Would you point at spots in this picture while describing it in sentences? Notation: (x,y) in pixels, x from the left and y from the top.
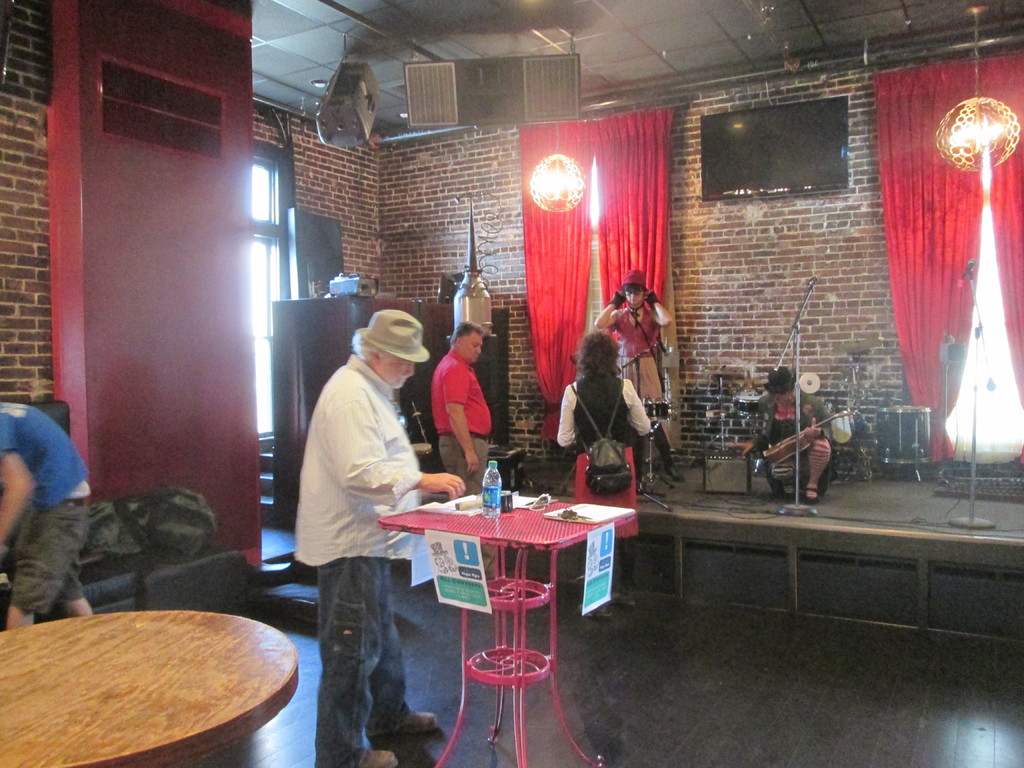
There is a group of people (339,478). The white color shirt person (338,474) is standing. The red color shirt person (447,414) is also like standing. Another person (583,419) is wearing a backpack (608,444). We can see on the background (645,266) there is a curtains (637,228), monitor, some wall bricks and speakers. There is a table (132,623). The blue color person (38,432) is like standing. There is a bottle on the table (508,553).
